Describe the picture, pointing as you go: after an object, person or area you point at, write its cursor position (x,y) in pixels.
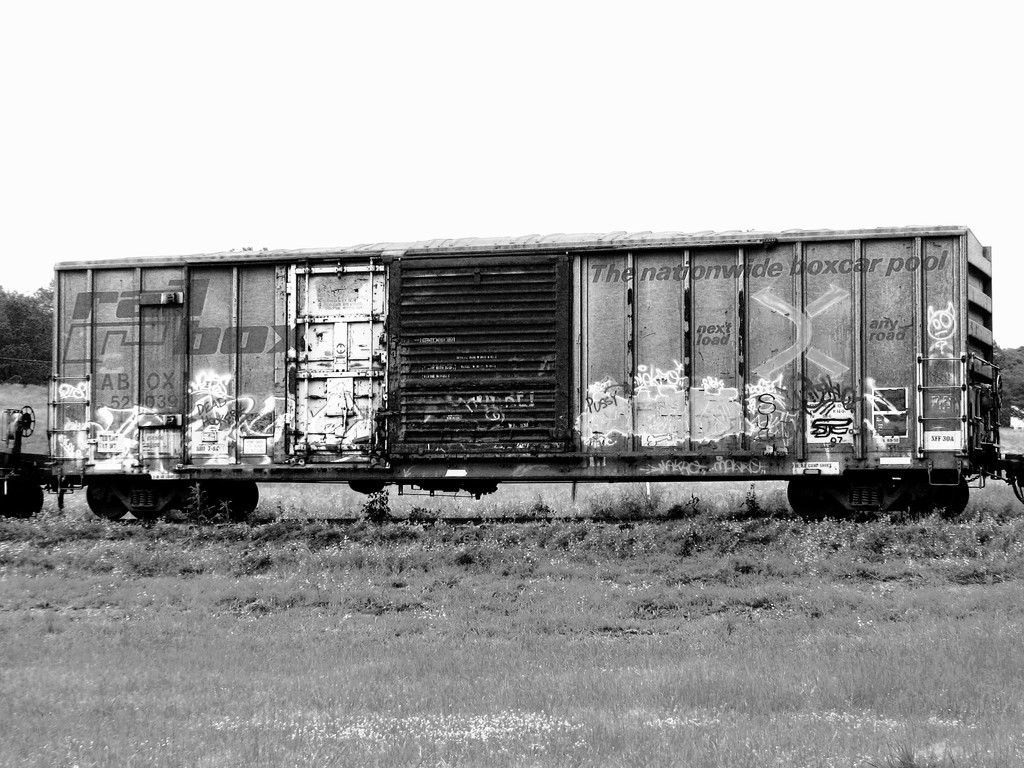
This is a black and white image where we can see a train bogie (504,466) on the railway track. Here we can see the grass (591,613), trees (23,342) and sky (542,187) in the background (677,187).
